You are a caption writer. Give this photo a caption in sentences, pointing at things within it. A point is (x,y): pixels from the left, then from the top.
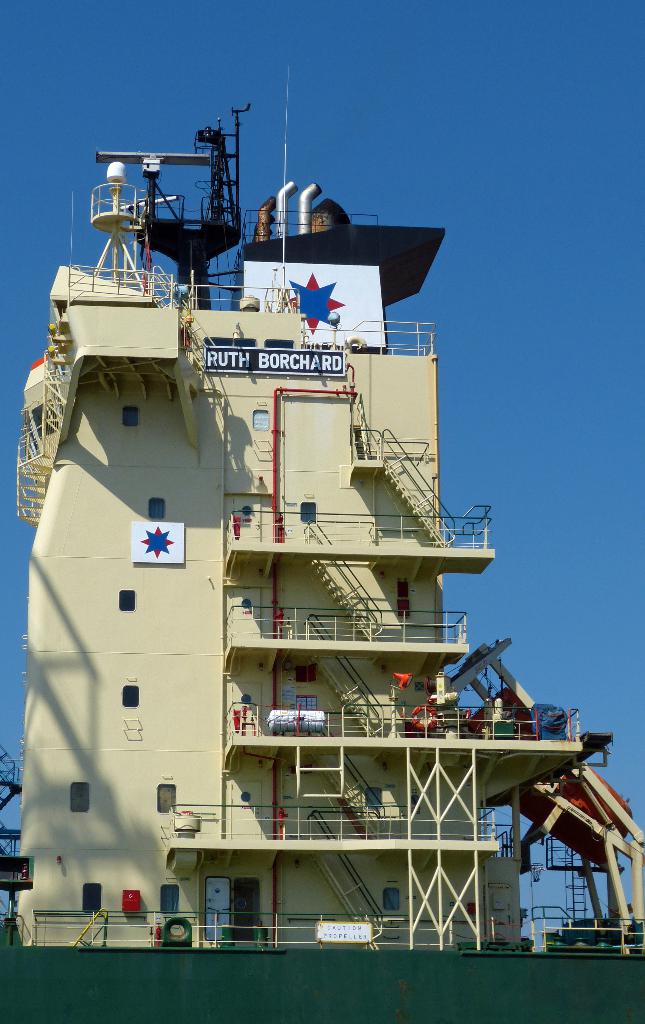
In the picture I can see a ship (237,421) which has pipes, windows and metal staircase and top of the picture (461,247) there is clear sky (512,277).
